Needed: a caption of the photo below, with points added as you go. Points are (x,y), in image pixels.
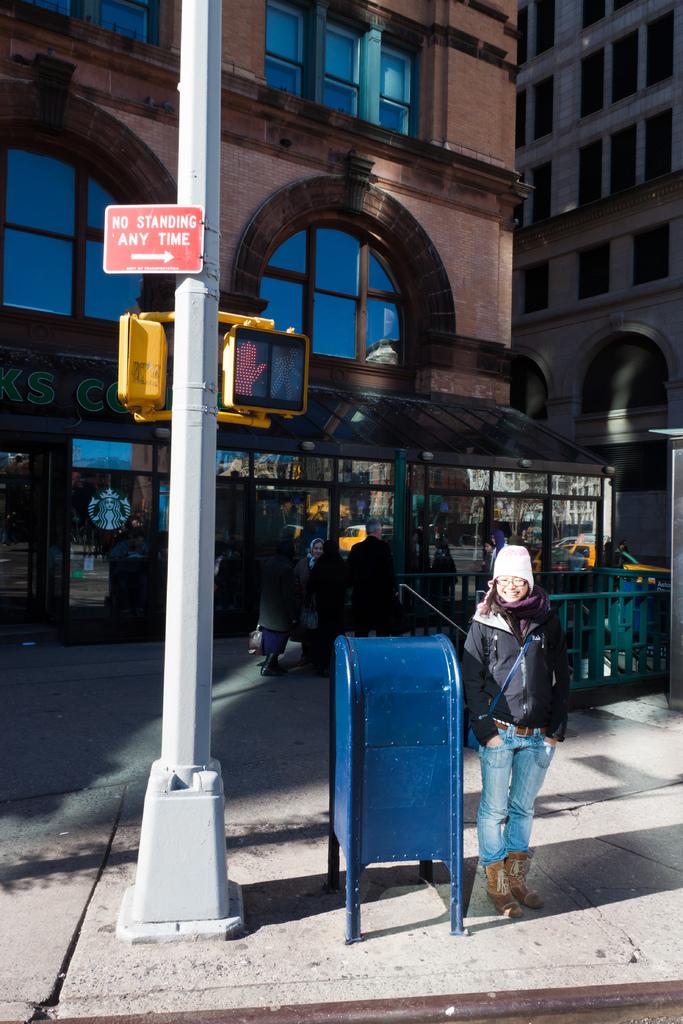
In this image we can see one person (512,639) standing. And we can see the pole (187,669). And on the pole (187,367) we can see a board (163,235) with some text (159,239) on it. And we can see the buildings (331,370), windows (264,288). And we can see the metal railing (609,603).
